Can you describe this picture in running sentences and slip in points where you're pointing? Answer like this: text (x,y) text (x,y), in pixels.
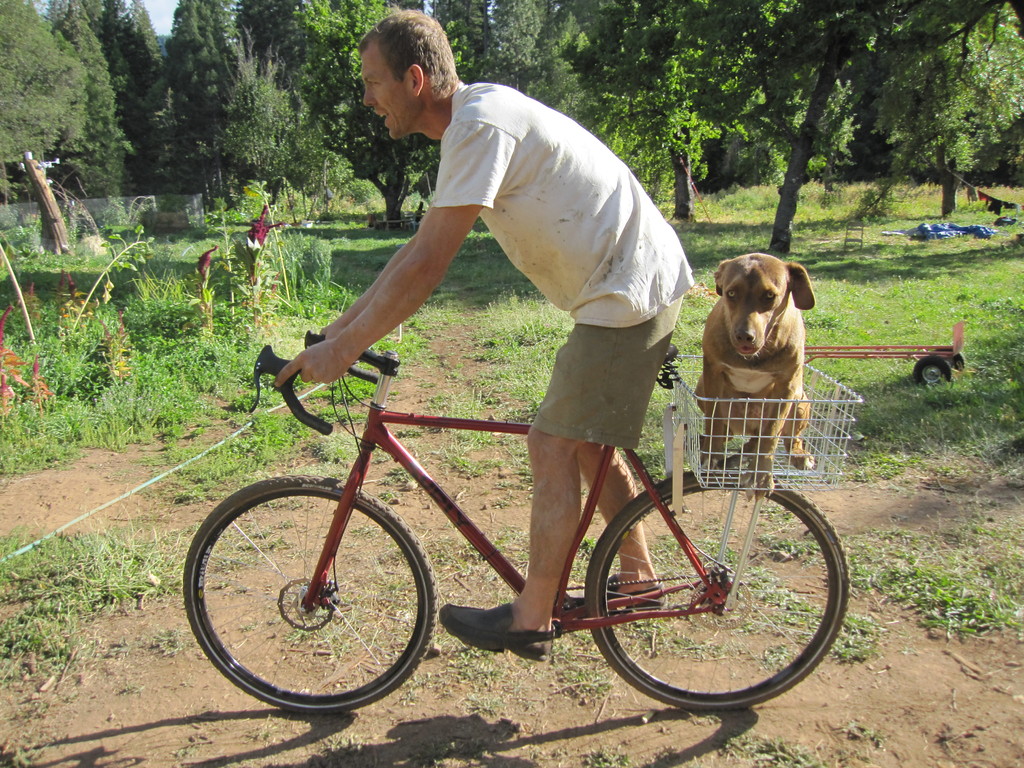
In this image there is a person (437,112) riding a bicycle (658,486) and there is a dog (736,329) sitting in the basket (696,416), at the back (818,67) there are trees (155,45) at the top (162,14) there is a sky (162,15), at the right (989,222) there are clothes (981,192), at the bottom (3,574) there is a grass (924,393).
